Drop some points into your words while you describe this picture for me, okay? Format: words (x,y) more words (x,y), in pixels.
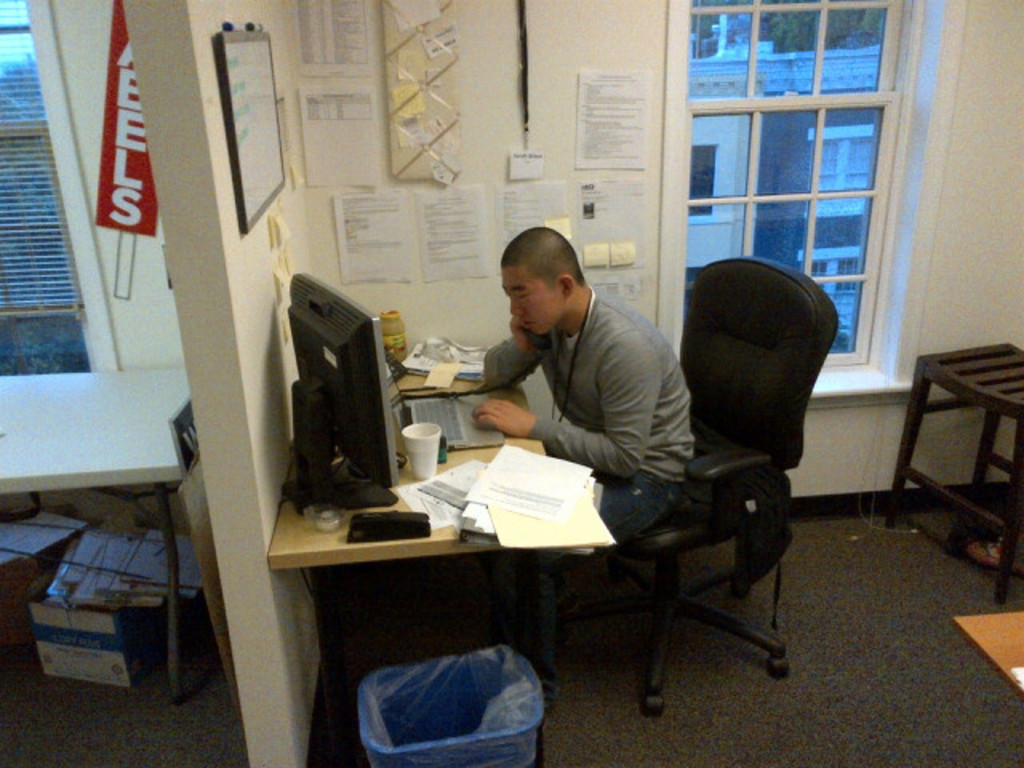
The picture consists of a room (281,373) in which one person (584,449) is sitting on the chair (681,527) and wearing grey t-shirt (611,409) and in front of him there is a table (328,540) on which laptop (440,419), systems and some papers (463,513), glass (424,461) are placed on it, beside him there is a wall (476,293) with some papers (472,220) stuck on it and there is one window (886,121) and in the other room (14,512) there is one bench (57,452) and one window (18,169) and under the table (172,672) there are boxes (106,620) are present.
